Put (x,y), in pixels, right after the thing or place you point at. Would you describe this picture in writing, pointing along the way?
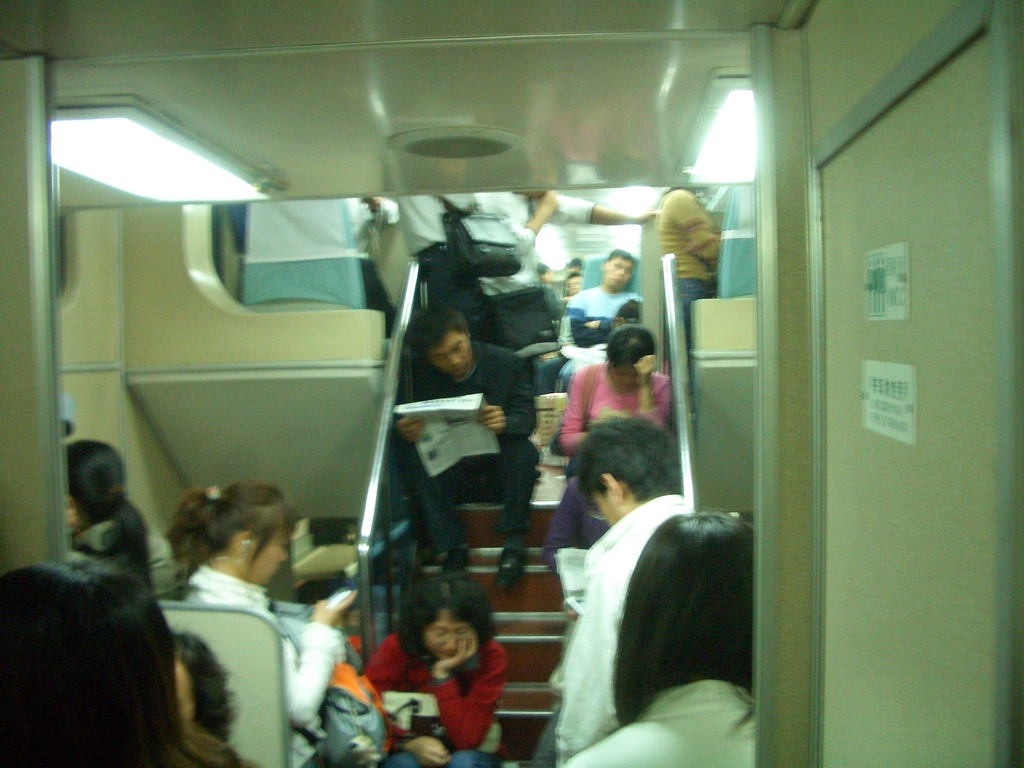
In this picture there are 4 people (439,696) sitting on the stairs (506,609), one man (434,552) is reading newspaper (468,417). Beside him there is a woman (619,334) carrying a bag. Before him there is a woman (419,626) at the bottom (438,665), she is holding a bag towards the left (321,659) there is a woman (236,498) in white shirt (314,686) and she is holding a mobile (349,603). Towards the right (916,414) there is a wall (947,509). On the top (736,144), there are two lights (743,132).
